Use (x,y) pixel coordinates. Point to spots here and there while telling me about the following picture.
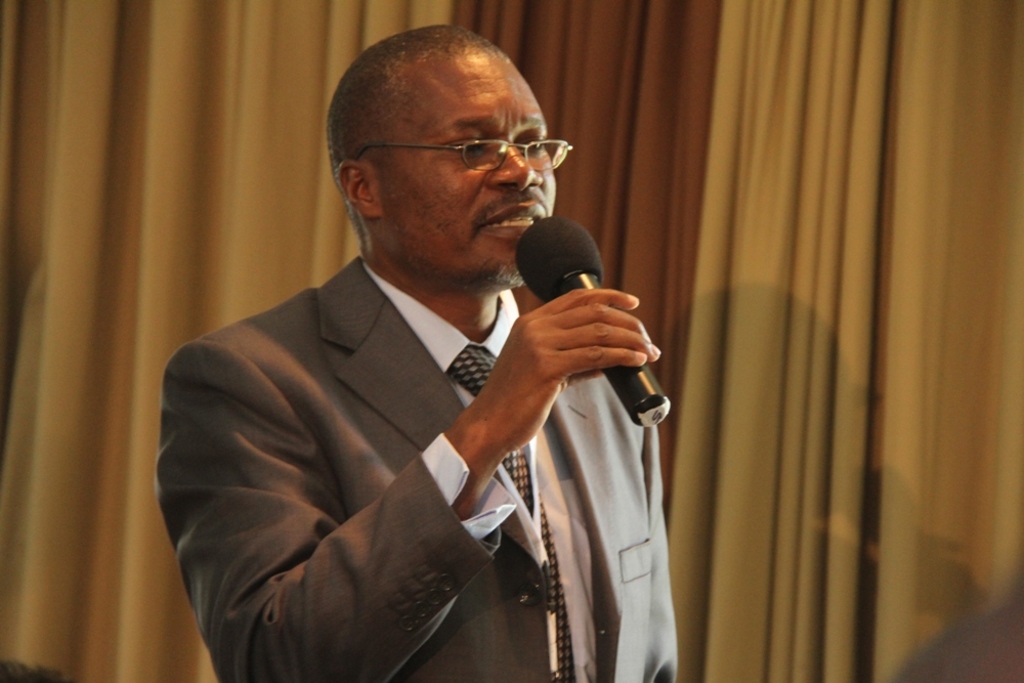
A man (331,455) with grey jacket (407,506) and white shirt (502,506) is standing and holding a mic (608,373) in his hand (588,313). He is talking. He is wearing spectacles (426,144). In the background (767,214) there is a curtain (772,220).
